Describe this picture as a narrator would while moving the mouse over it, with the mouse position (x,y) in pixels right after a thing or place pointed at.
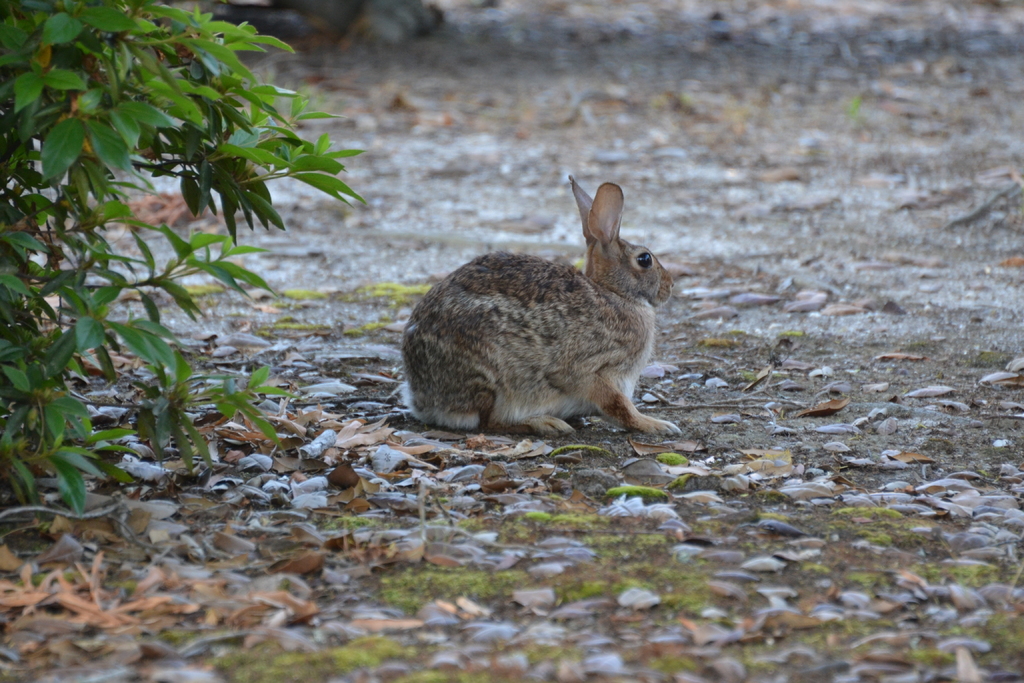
In the center of image (490,387) we can see a rabbit (613,316). On the left (103,354) there is a plant (86,290). At the bottom (130,560) there are leaves (387,553).
